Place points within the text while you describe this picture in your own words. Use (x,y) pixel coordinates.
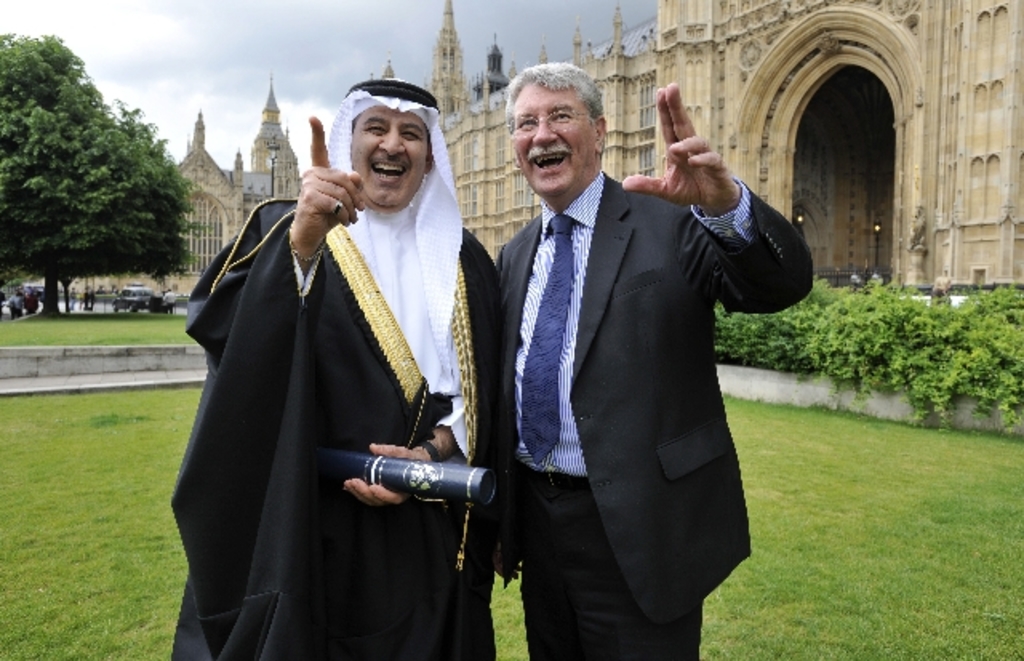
In this image, we can see two people (339,372) standing. We can also see the grass (896,483). There are a few buildings (214,193) and plants (913,370), we can also see the trees (120,154). We can also see the sky (288,83).
